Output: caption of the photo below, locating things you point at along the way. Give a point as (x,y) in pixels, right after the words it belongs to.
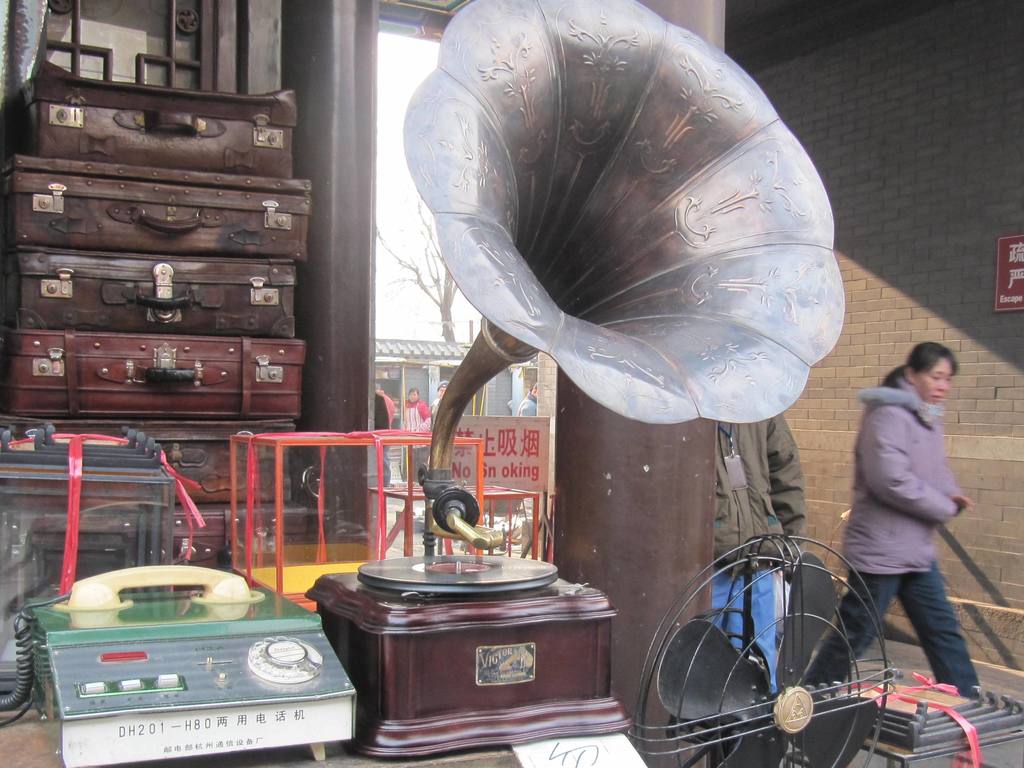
Here in this picture, in the front (371,618) we can see a gramophone (438,479) and a telephone (188,616) present on a table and behind that we can see some suitcases (142,315) present and we can also see a railing (413,455) and a sign board (462,455) present and beside that we can see a table fan (666,654) present and we can also see other people (766,461) standing and walking over there and outside that we can see other store (443,343) and a tree (434,288) present.
